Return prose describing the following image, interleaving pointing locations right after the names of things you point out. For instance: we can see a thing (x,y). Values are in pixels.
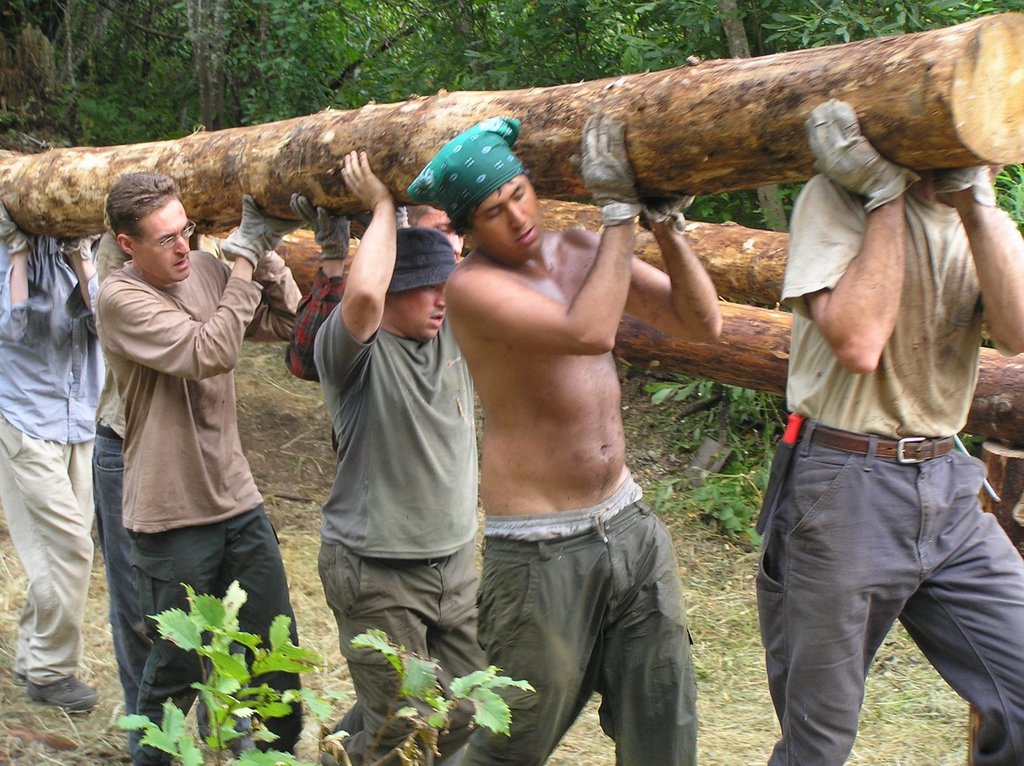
In the image there are few men (270,287) walking on the land (873,701) carrying huge wooden logs (569,135), in the back (703,43) there are trees (361,53) on the land (334,714), in the front (226,748) there is a plant (499,701).
